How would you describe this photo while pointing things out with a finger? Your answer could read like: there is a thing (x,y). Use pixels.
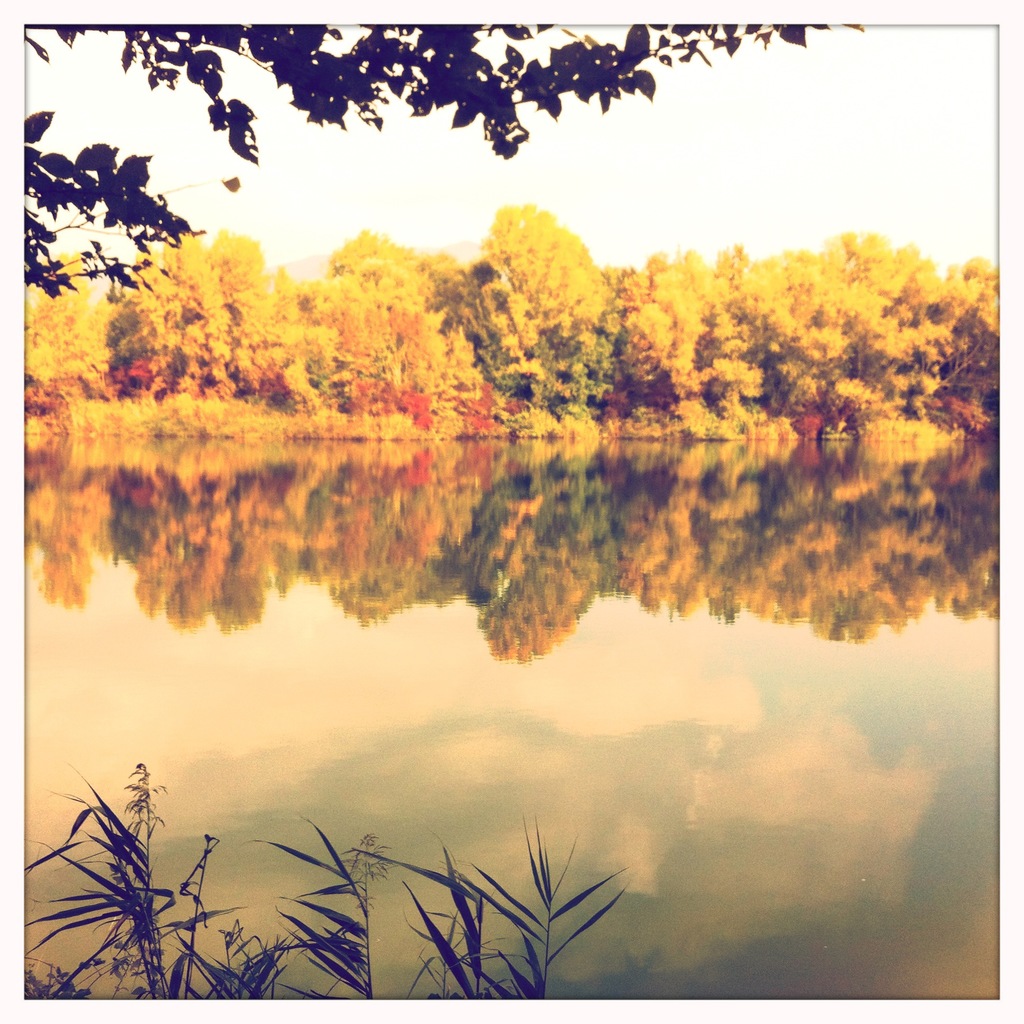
In the image we can see in front (383,671) there is water (572,519) and behind there are trees (628,328). There is a clear sky (844,156).
